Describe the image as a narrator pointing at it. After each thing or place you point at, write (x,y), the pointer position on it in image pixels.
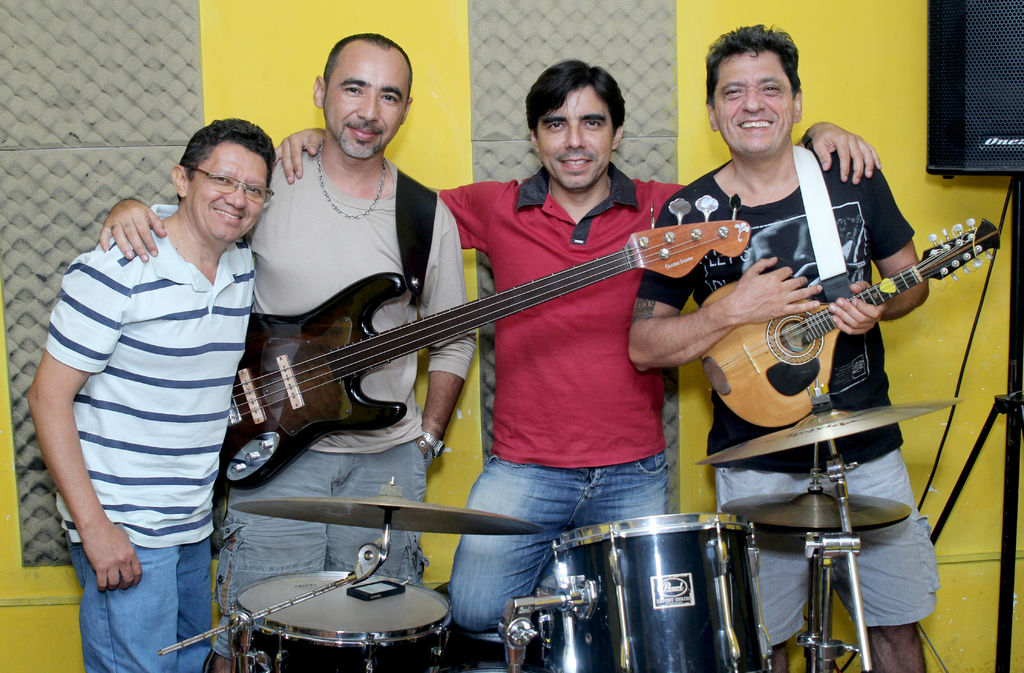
In this image, There are some music instruments (714,654) and there are some people (294,495) standing and holding some music instrument (805,347) and in the background (835,9) there is a wall (865,63) which is in yellow and grey color.
